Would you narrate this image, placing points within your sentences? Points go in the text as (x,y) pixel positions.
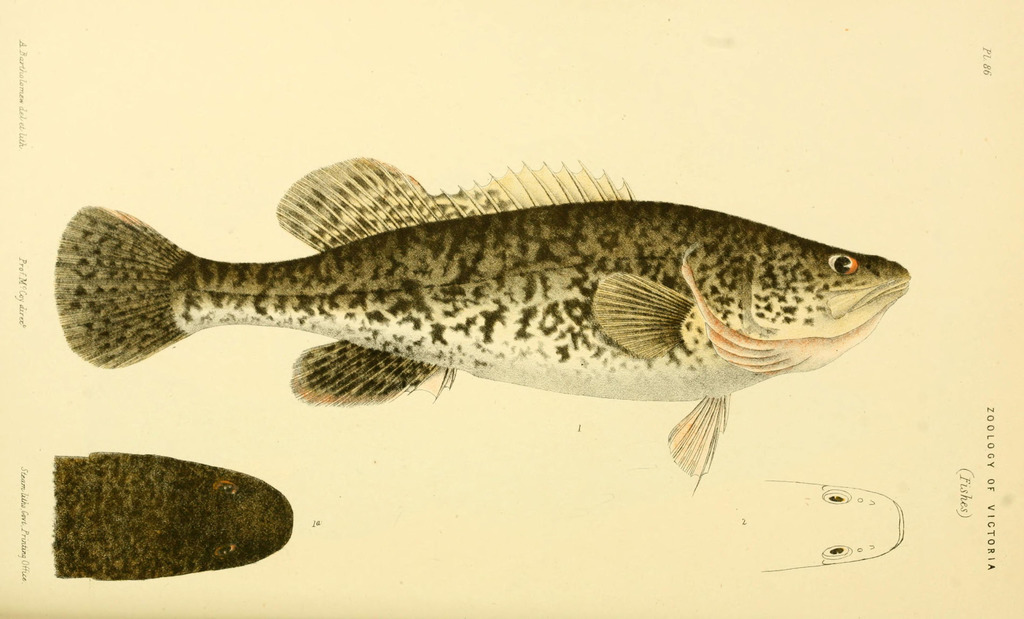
In the center of the image (680,248) there is a depiction (485,230) of fish (485,230).
